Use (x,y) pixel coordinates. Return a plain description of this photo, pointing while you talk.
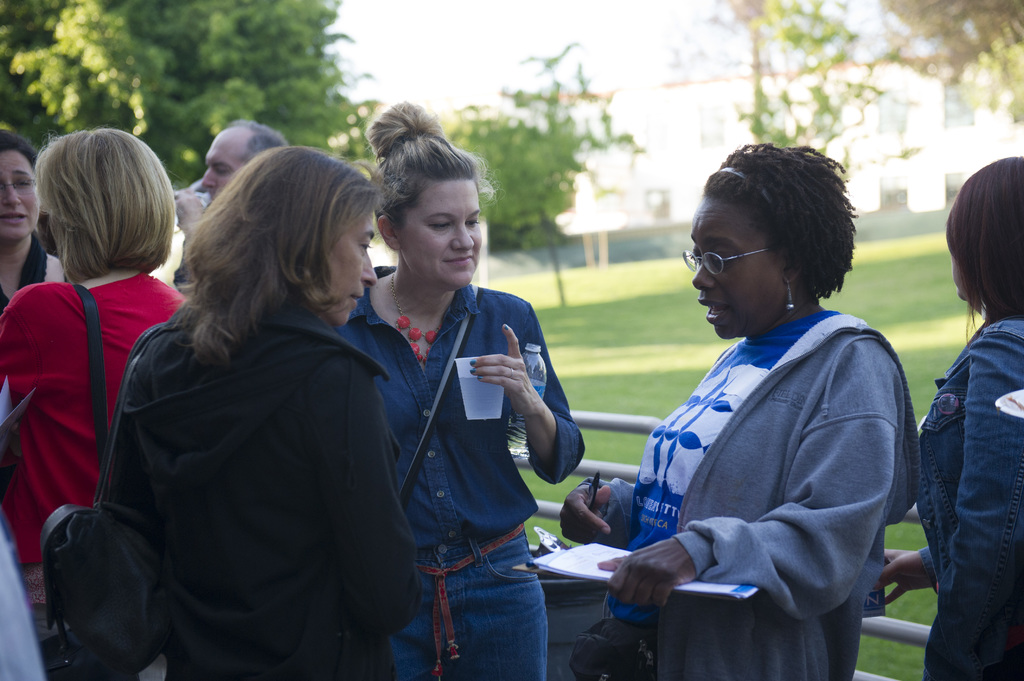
Here I can see few people (483,377) are standing and wearing bags (108,438). On the right side (779,320) there is a woman (771,540) wearing a jacket (699,577), holding some papers (560,566), a pen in the hand (656,578) and speaking. Beside her there is another woman (429,427) holding a bottle (529,364) and a glass (492,414) in the hand (484,368) and looking at this woman (739,344). At the back of these people (576,458) there is a railing (609,424). In the background (623,343), I can see the grass (603,328) on the ground (615,272) and trees (155,66). In the background (654,122) there is a building (682,131). At the top of the image (526,33) I can see the sky (516,41).
